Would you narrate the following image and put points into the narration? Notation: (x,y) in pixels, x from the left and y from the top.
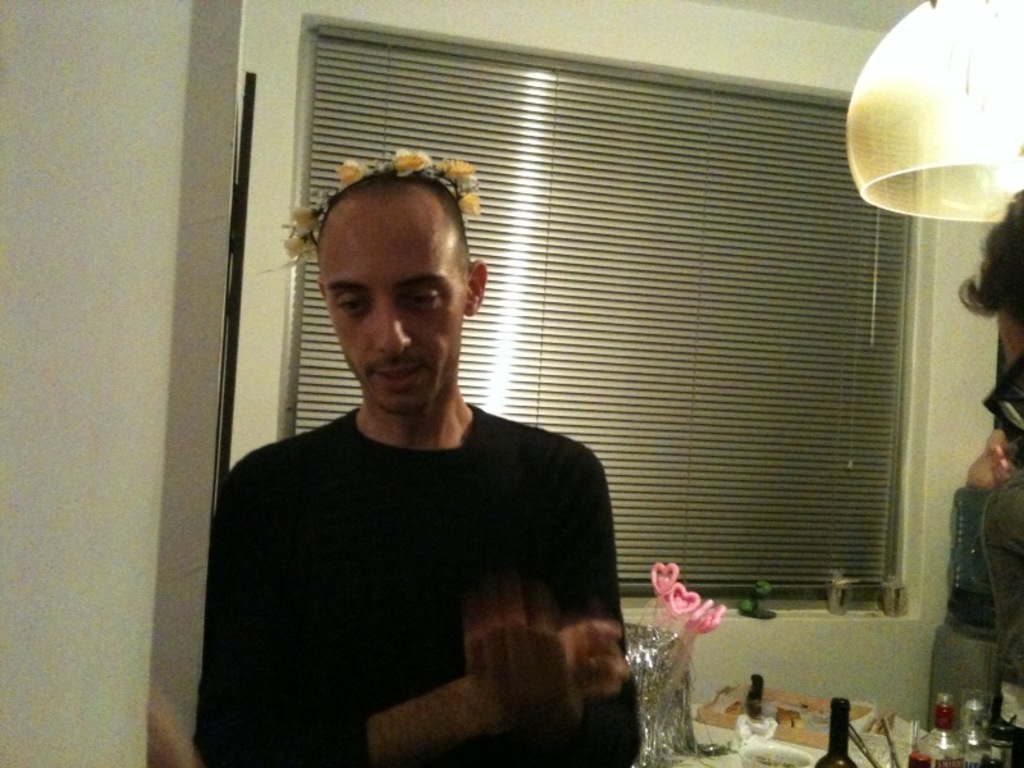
In this picture there is a man (289,541) standing and wore head garland (454,177) and we can see bottles (839,732) and objects (703,718) on the table (909,757). In the background of the image (972,640) we can see device (950,639), objects (901,608) on shelf (731,614) and window blind (833,563). On the right side of the image (999,256) we can see a person (1005,553).
